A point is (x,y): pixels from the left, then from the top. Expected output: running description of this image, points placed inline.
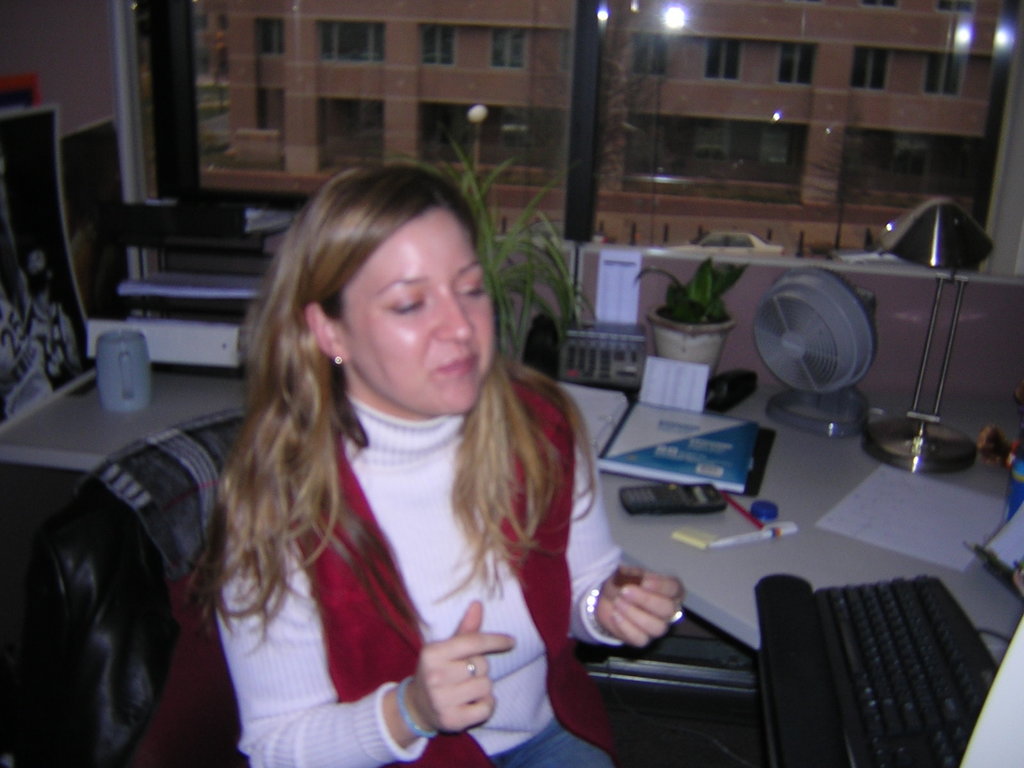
In this picture I can see a woman (318,430) sitting on the chair (233,712), there are books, papers (844,505), pen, calculator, cup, table fan (806,398), plant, keyboard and some other objects (168,308) on the table (781,482), there is a window (674,11), and in the background (637,14) there is a building (839,40).
